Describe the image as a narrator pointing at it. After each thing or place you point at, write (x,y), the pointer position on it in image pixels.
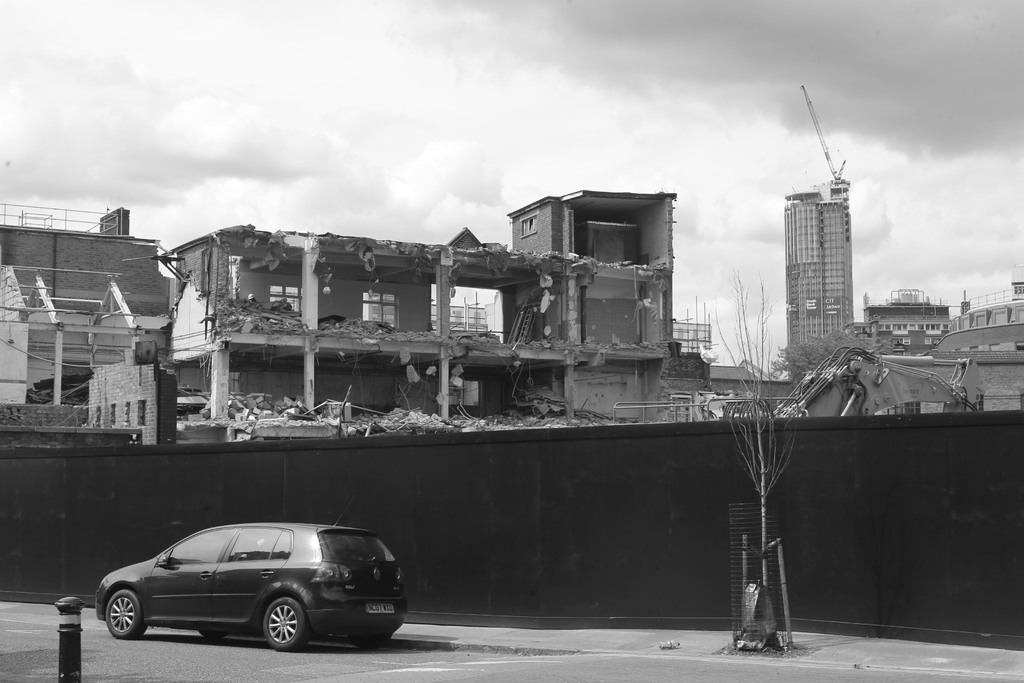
This picture shows few buildings (417,320) and we see couple of cranes (853,348) and a collapsed building (356,307) and we see trees (781,363) and a cloudy sky (412,132) and we see a black car (176,576).
